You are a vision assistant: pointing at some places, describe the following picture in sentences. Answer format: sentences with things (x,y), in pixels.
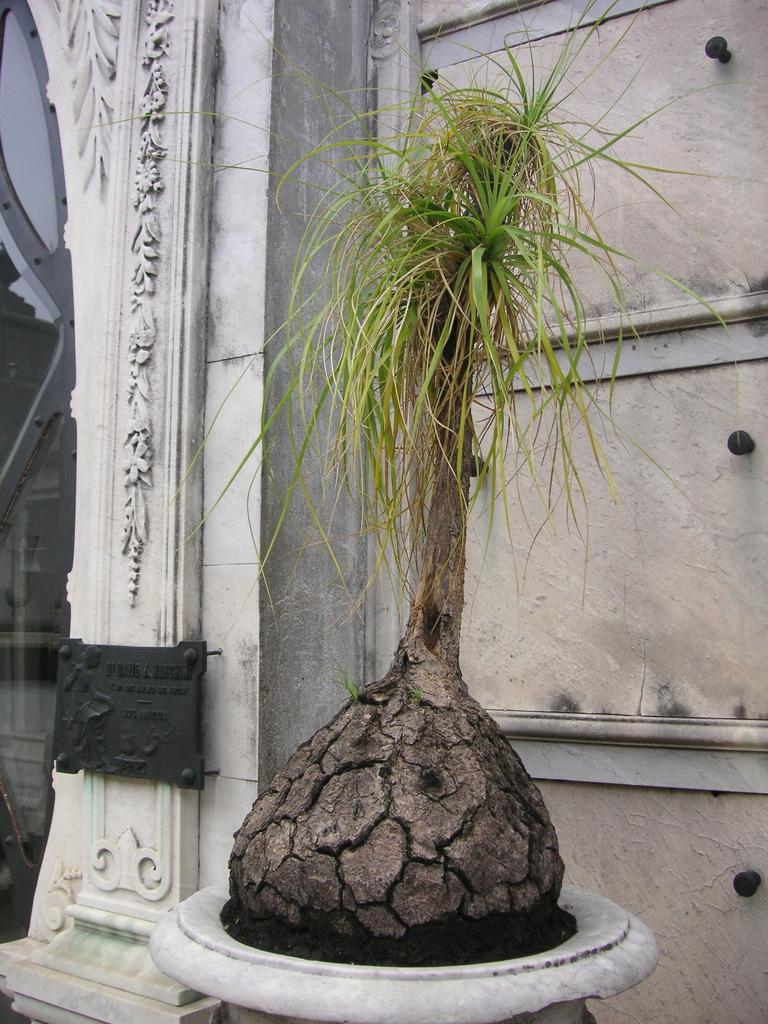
In this image there is a pot plant (426,424), wall (569,594), black board (89,715) and an object (22,266).
